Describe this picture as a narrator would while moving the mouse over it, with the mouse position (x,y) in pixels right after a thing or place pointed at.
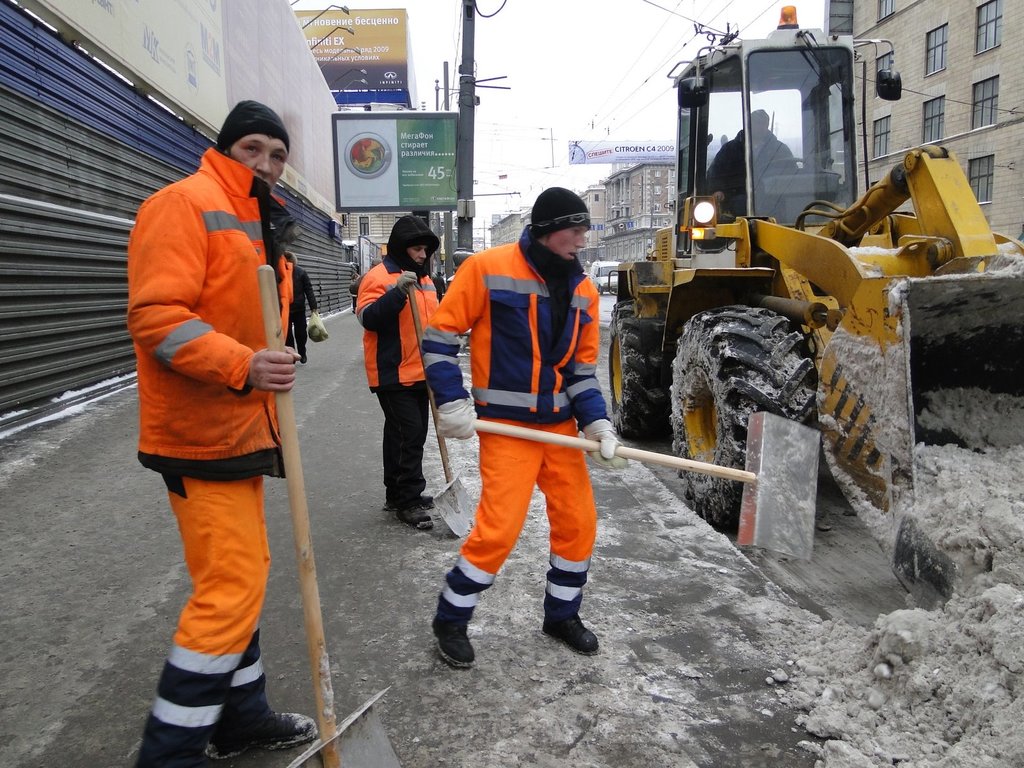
In this image we can see a few people (204,533), three of them are holding shovels (571,438), one person (293,346) is holding a package (314,333), another person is driving a backhoe loader (805,286), there is a snow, there are buildings (916,147), poles (459,64), wires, there are shutters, also we can see the sky (600,79), and there are boards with some text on it.
